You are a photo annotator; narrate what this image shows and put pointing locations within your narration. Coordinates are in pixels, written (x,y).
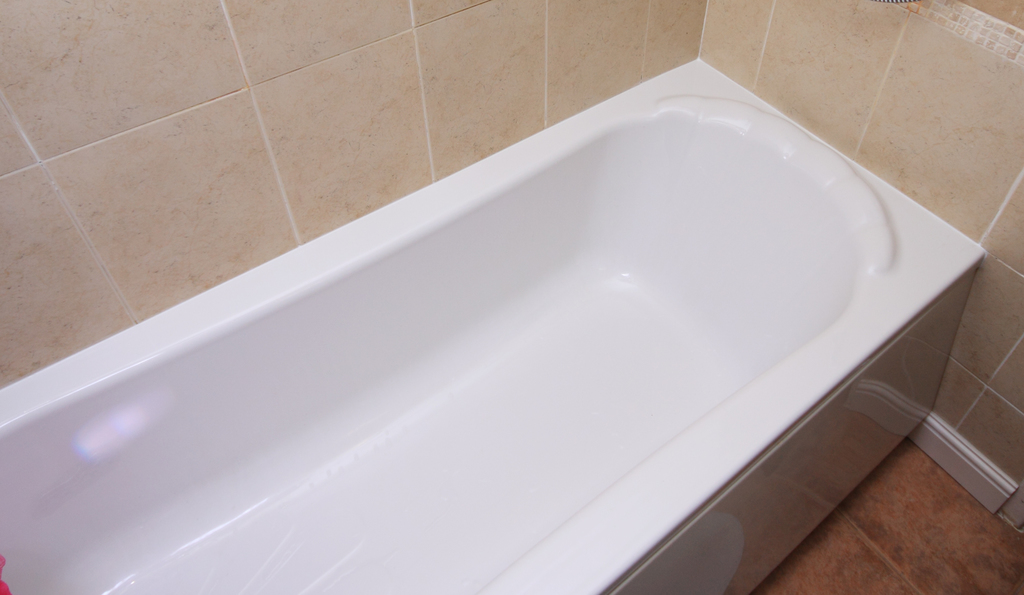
In the center of the image (472,351) we can see bathtub (431,361). In the background (614,63) there is wall (517,40).
